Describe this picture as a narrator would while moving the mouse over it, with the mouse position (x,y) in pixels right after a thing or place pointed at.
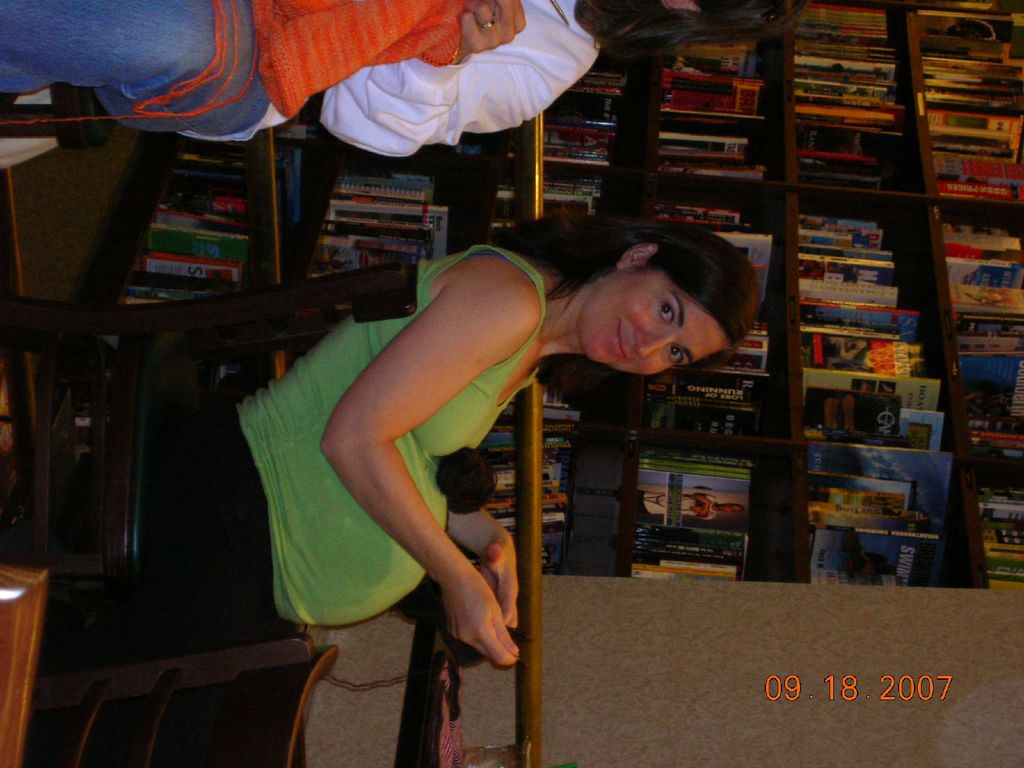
In this picture I can observe a woman (328,406) sitting in the chair (186,353). She is wearing green color dress (292,400) and smiling. In the background (693,193) I can observe bookshelf (678,183).
